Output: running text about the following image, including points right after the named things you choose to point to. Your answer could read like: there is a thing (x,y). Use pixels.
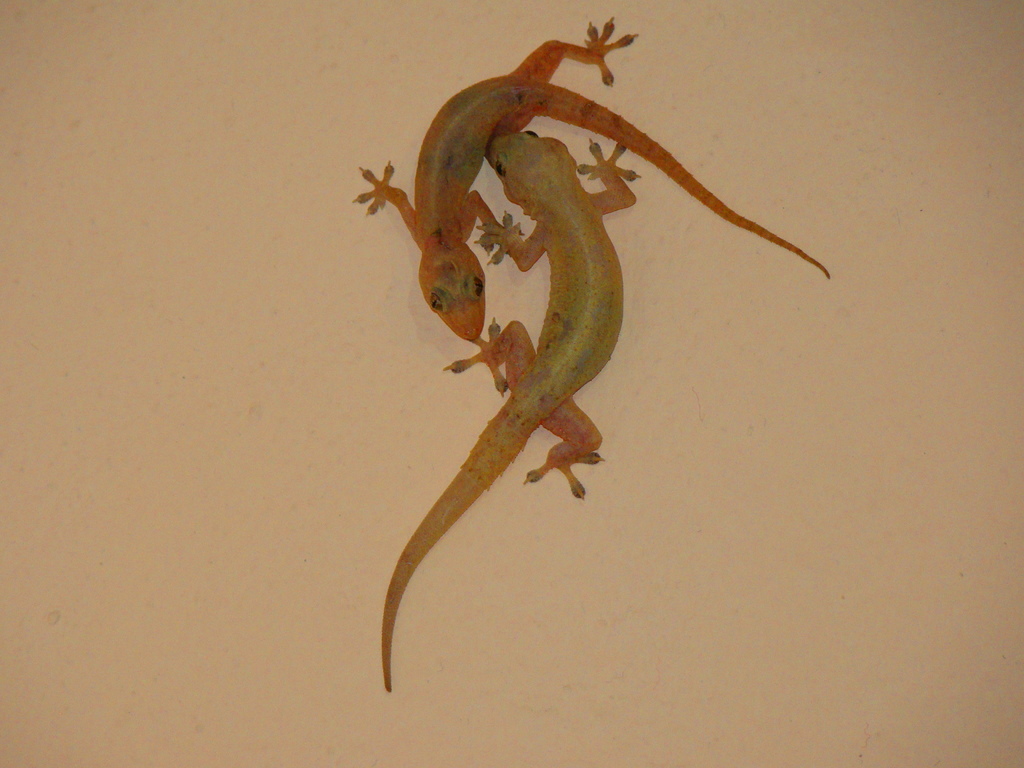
In this image, we can see lizards (599,314) on the wall (624,357).
